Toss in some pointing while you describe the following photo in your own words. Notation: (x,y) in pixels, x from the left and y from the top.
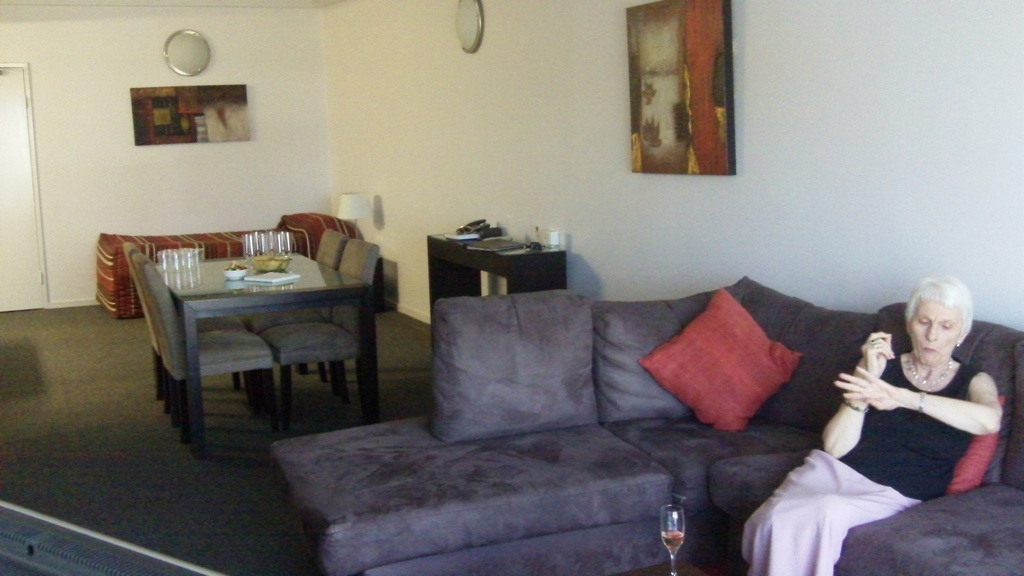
This image is clicked in a room (379,346) where there are tables (320,285), bed (317,240), sofas (578,380), cushions (697,398) and photo frames (649,132) on the walls (299,129). There are clocks (191,68) on the top (467,41). There is a woman (884,393) sitting on sofa (789,433). In front of her there is a table (680,562) in the bottom (694,564), there is a cup (662,521) on the table (695,569). She is wearing black color dress (889,435). On the table (258,291) which is in the middle (361,296) it has a glasses (278,236), plates (282,274), bowls (268,267), on it
